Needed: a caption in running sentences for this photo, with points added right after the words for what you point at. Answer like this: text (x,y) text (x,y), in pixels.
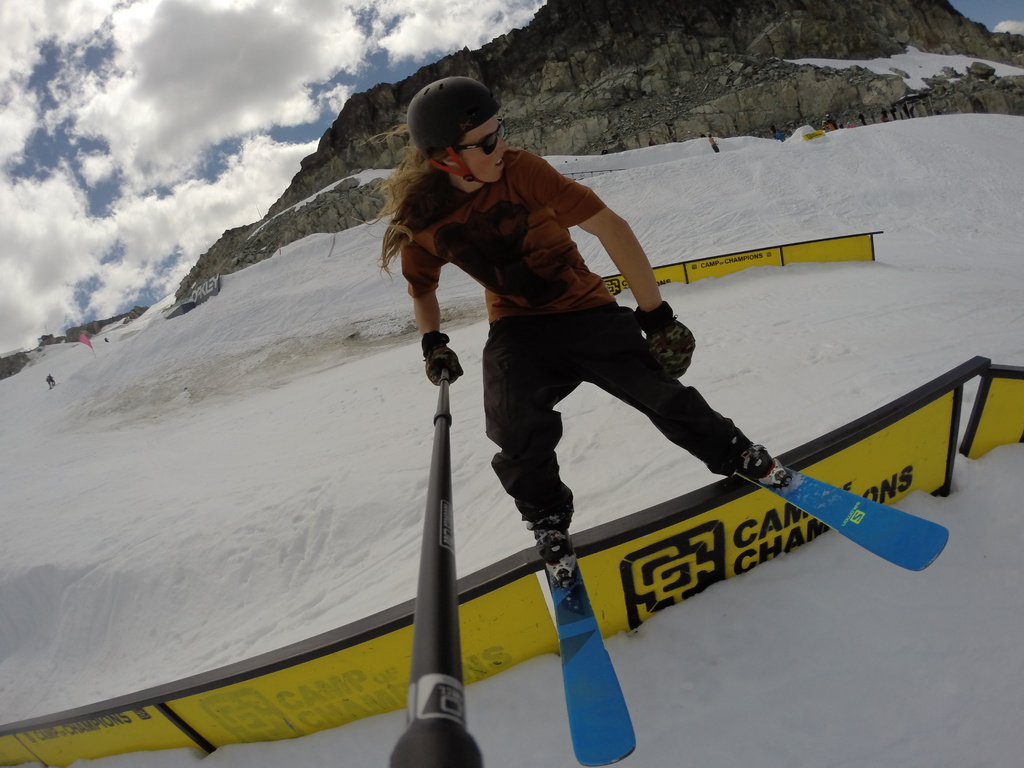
In the image a person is holding a stick (435,465). Behind him there is fencing (532,627) and snow (67,508) and hills (573,141). Behind the hills (930,45) there are some clouds (14,6) and sky (1001,26).
